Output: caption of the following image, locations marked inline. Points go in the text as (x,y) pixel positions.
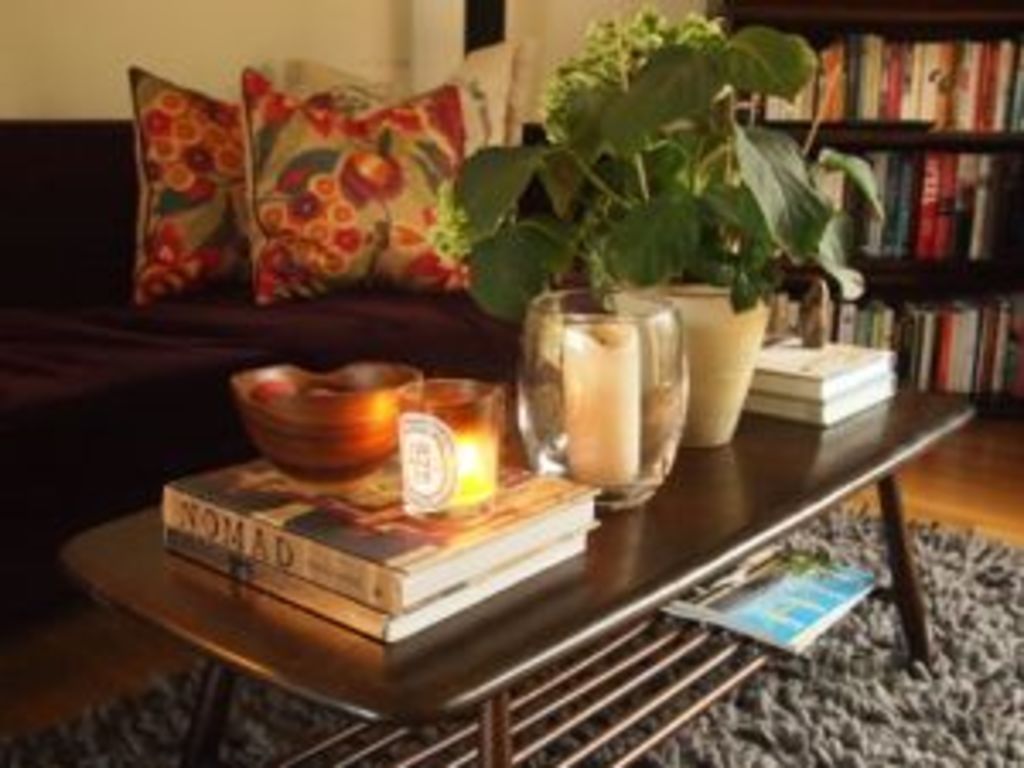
In the foreground (589,646) I can see a table (889,464) on which there are books (810,374), houseplants (737,304), bowl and a glass (676,385) is there. In the background (60,364) I can see a cupboard (1010,396) in which books (841,106) are there, sofa (241,317) and cushions (230,216). In the top left (331,18) I can see a wall (293,8). This image is taken in a room (95,752).
